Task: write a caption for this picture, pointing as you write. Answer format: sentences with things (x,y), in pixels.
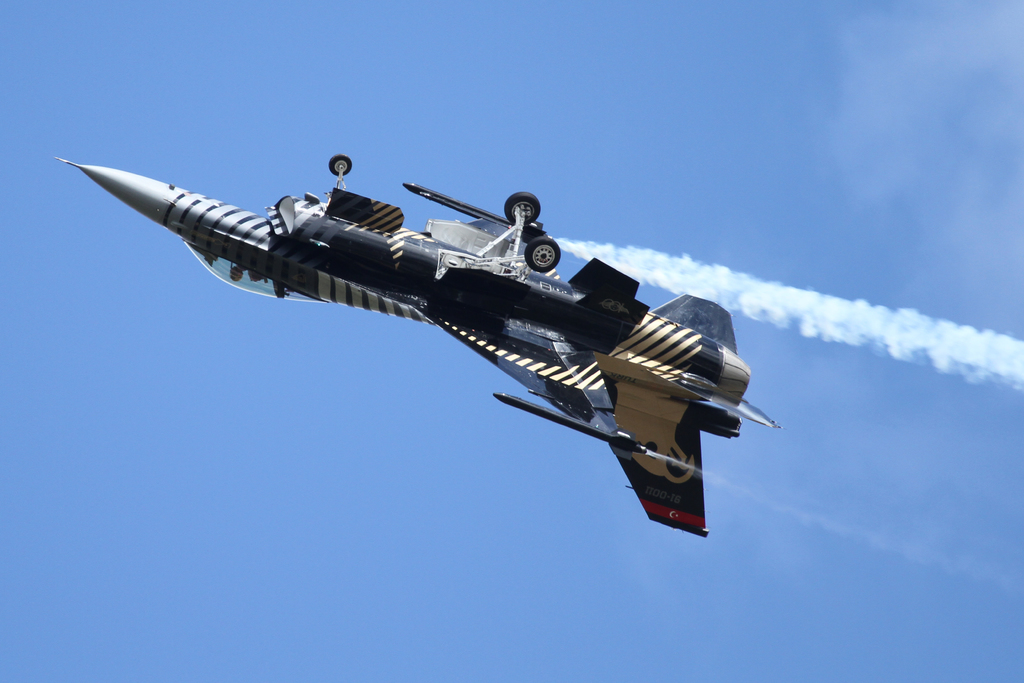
In this image, I can see a jet plane (632,335) flying in the sky (332,175). This is the smoke (844,339). These are the wheels (552,267) attached to the jet plane (524,268).
